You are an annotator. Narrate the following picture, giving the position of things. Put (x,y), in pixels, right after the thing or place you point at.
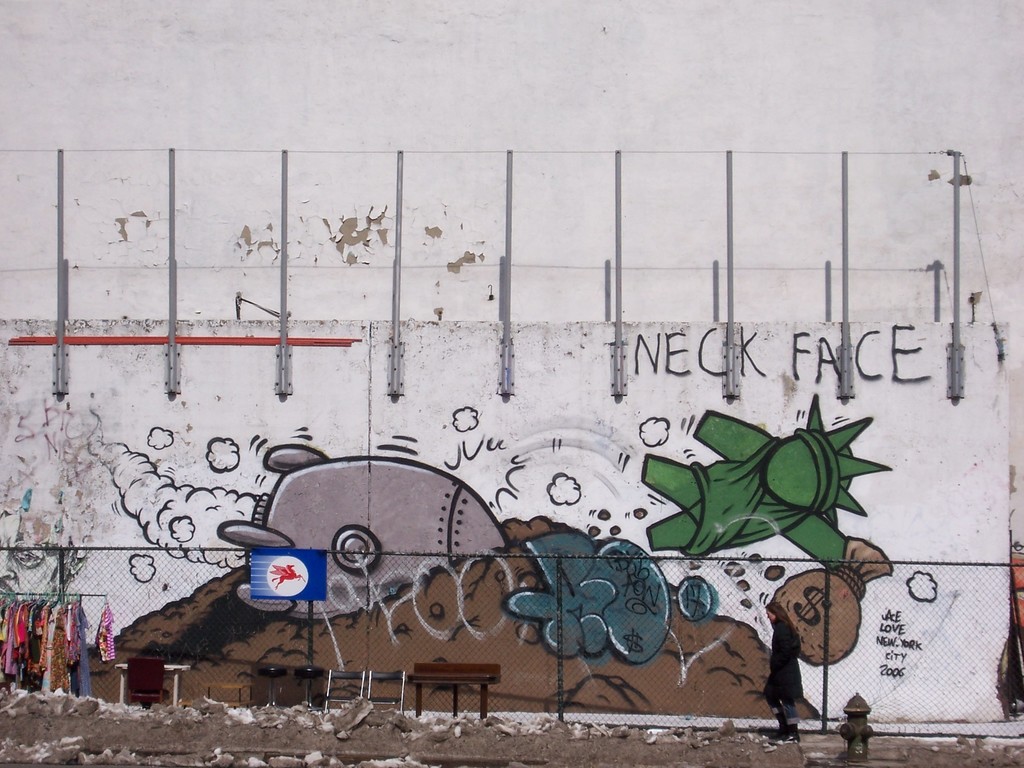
In this image, there are poles (66,349) and I can see a painting (509,528) on the wall (575,456). There is a board (284,593) attached to the fence (507,600). At the bottom of the image (789,724), I can see a fire hydrant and a person (786,701) standing. In front of the person (784,688), there are rocks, chairs (370,695), stools (270,682), a table (174,682), bench (483,695) and clothes (49,631) hanging to a hanger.
